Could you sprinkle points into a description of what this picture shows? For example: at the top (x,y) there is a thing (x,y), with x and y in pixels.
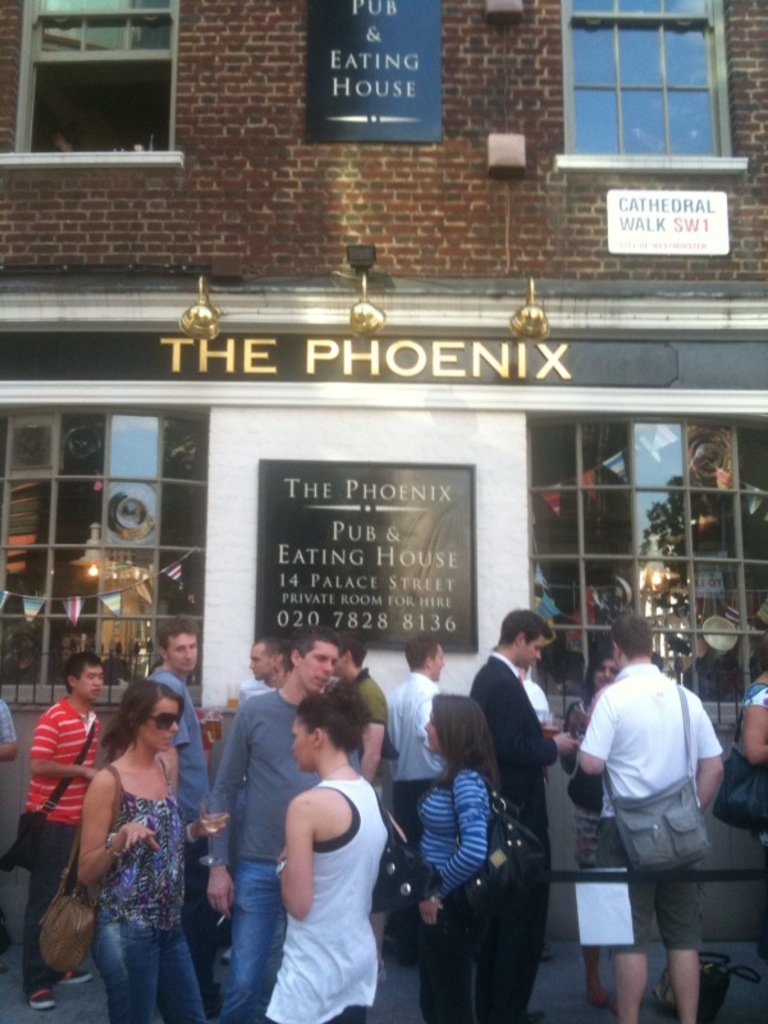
In this image there are group of persons (47,781) on the road (554,950), there is an object (709,987) on the road (741,984), there is a pub (429,422) behind the persons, there is a light (354,256), there are windows (579,67), there is a board (652,223).
